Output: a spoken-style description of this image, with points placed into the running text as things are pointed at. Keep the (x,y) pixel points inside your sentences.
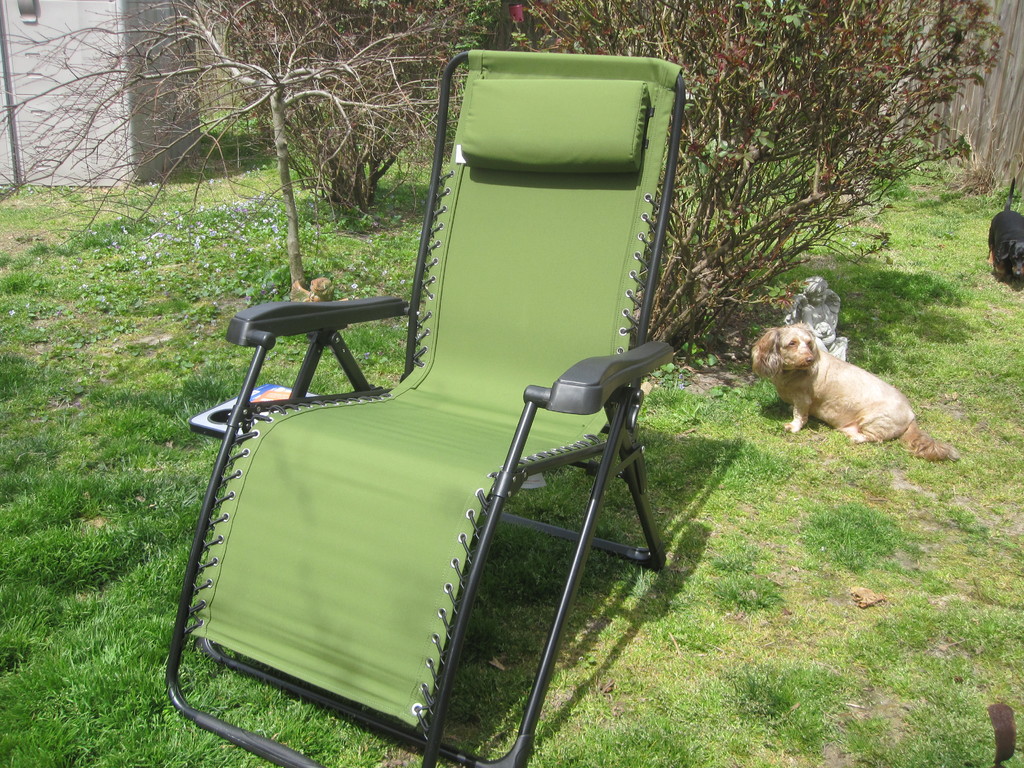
There is a chair (364,433). In the back (778,389) there is a dog (791,389). Near to the dog (791,389) there is a small statue (821,300). Also there are few trees (723,117). On the ground (138,361) there is grass (538,615). On the right side (1002,255) there is a black dog (994,242). On the left side (104,46) there is a small building (59,27).
